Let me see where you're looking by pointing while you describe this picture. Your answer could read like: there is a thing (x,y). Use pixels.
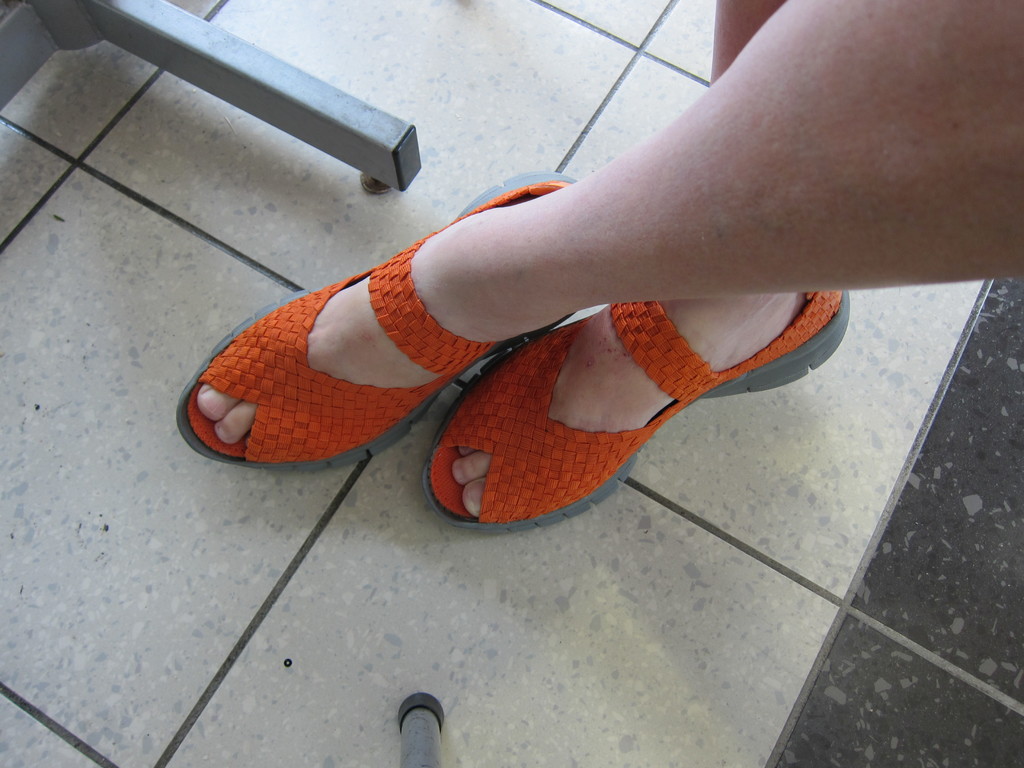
In this image we can see the legs (792,84) of a person (792,84) wearing shoes (615,455). In the background (346,126), we can see some metal poles (174,60) placed on the floor (501,669).
